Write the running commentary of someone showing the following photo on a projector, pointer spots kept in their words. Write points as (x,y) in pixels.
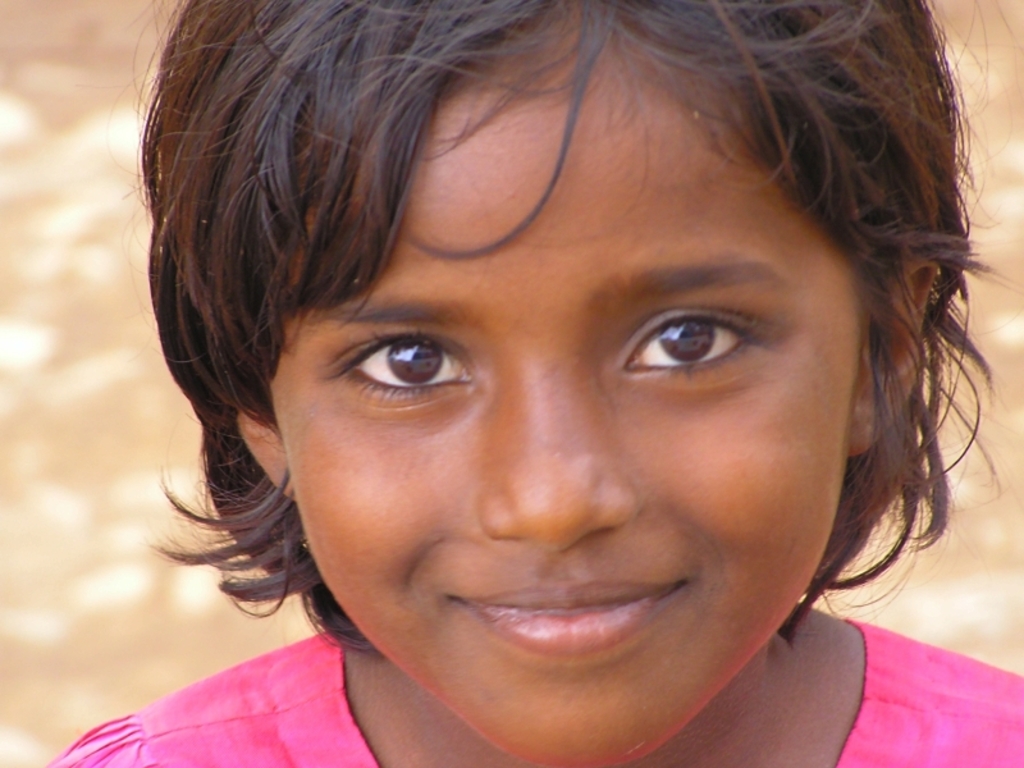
In this image, we can see a girl (660,387), in the background (973,38), we can see brown color.
